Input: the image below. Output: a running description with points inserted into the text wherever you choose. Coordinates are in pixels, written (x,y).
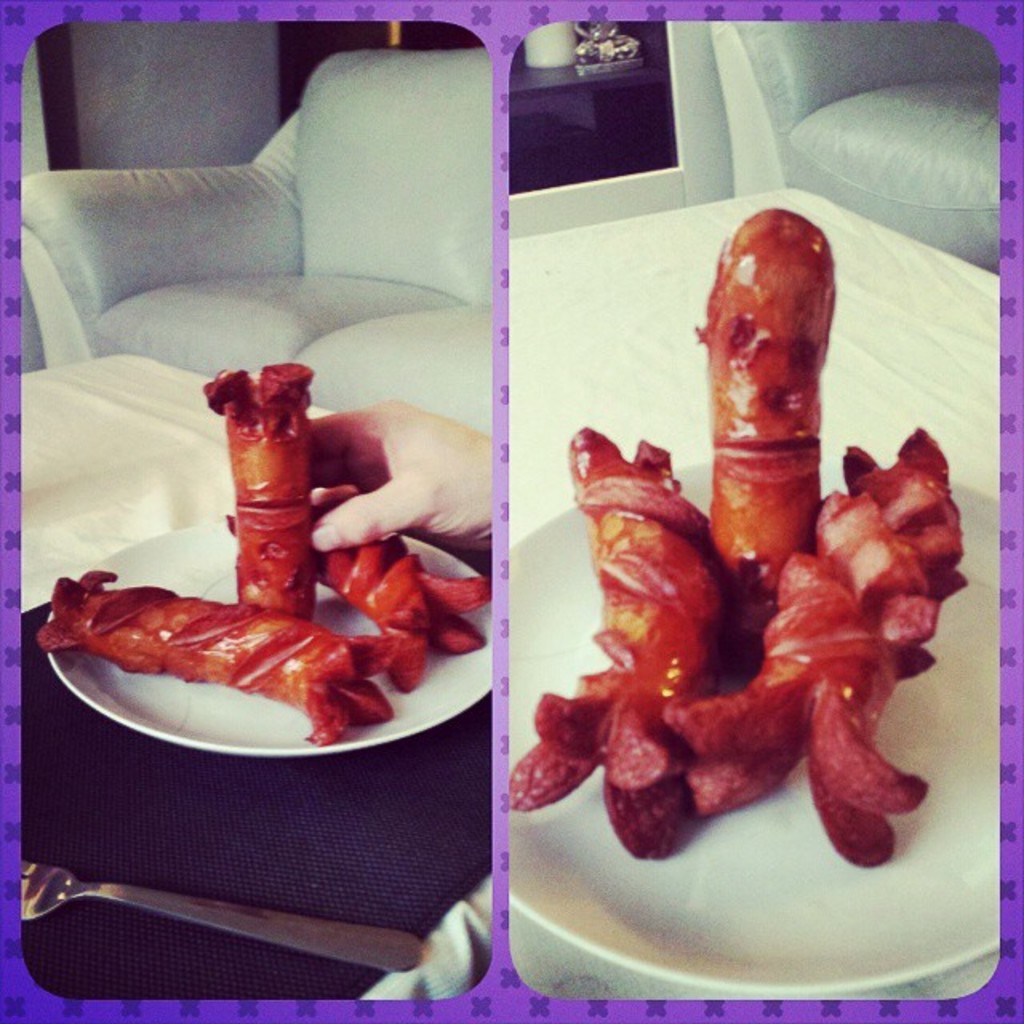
In the image we can see collage photos. In the collage photos we can see the plate (280,721), in the plate (298,723) we can see the food items (247,669). Here we can see the fork (181,907) and the sofa (279,246).
